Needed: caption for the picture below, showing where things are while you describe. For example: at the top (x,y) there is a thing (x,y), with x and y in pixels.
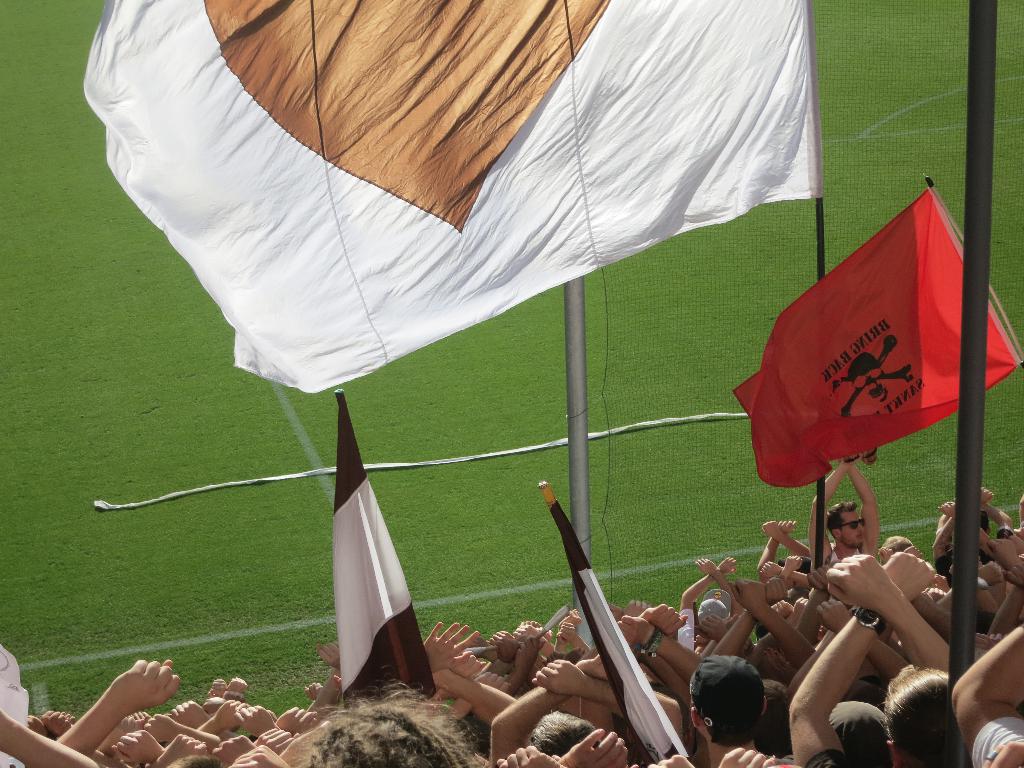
In this image in front (920,727) there are people (562,666) holding the flags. There are poles (969,512). At the bottom of the image (219,529) there is grass (171,491) on the surface (168,532).
